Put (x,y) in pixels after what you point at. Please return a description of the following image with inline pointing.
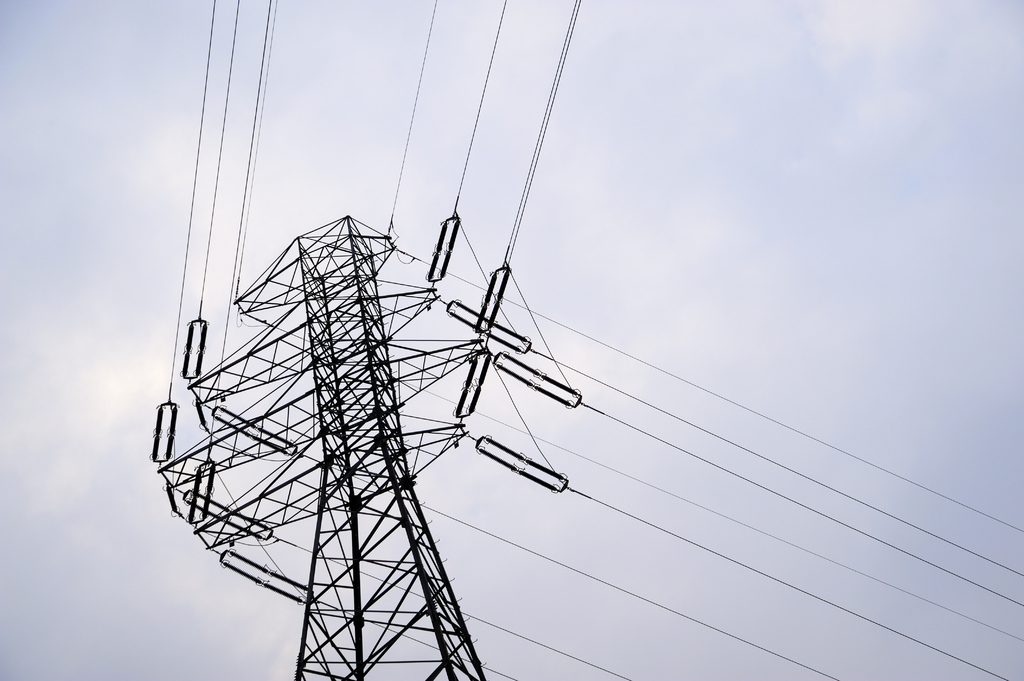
This image is taken in outdoors. In the middle of the image (353,383) there is a signal tower (301,397) with wires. In the right side of the image (703,509) there are few wires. At the top of the image (108,180) there is a sky (68,230) with clouds (67,393).
